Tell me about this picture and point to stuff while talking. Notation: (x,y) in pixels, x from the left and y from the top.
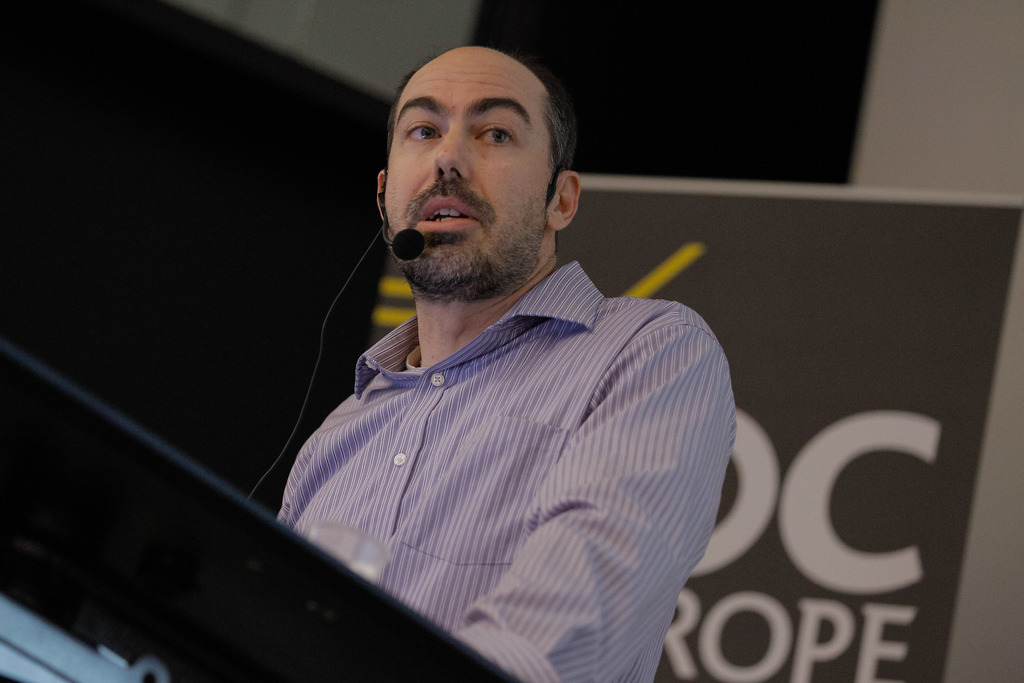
In this image there is a person (450,501) wearing a mike (386,213). In front of him there is a podium (435,667). On top of it there is a glass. Behind him there is a banner (861,568). In the background of the image (680,83) there is a wall (914,111).
